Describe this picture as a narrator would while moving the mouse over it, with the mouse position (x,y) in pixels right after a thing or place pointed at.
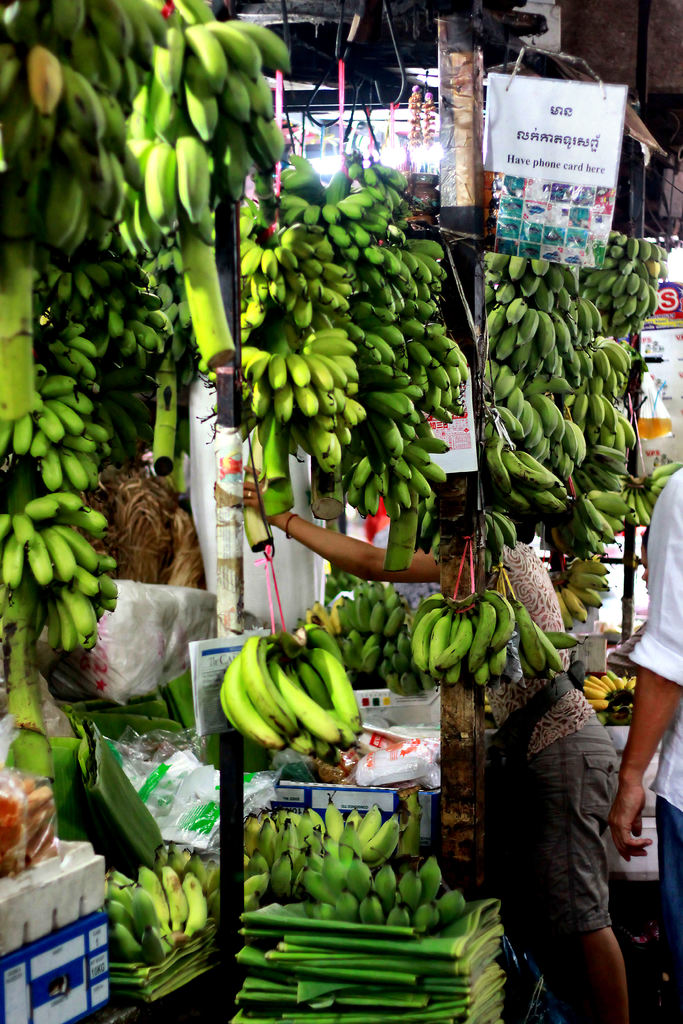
In this image we can see the clusters of bananas (327,494). And we can see the people (657,656). And we can see some posters (542,113).
